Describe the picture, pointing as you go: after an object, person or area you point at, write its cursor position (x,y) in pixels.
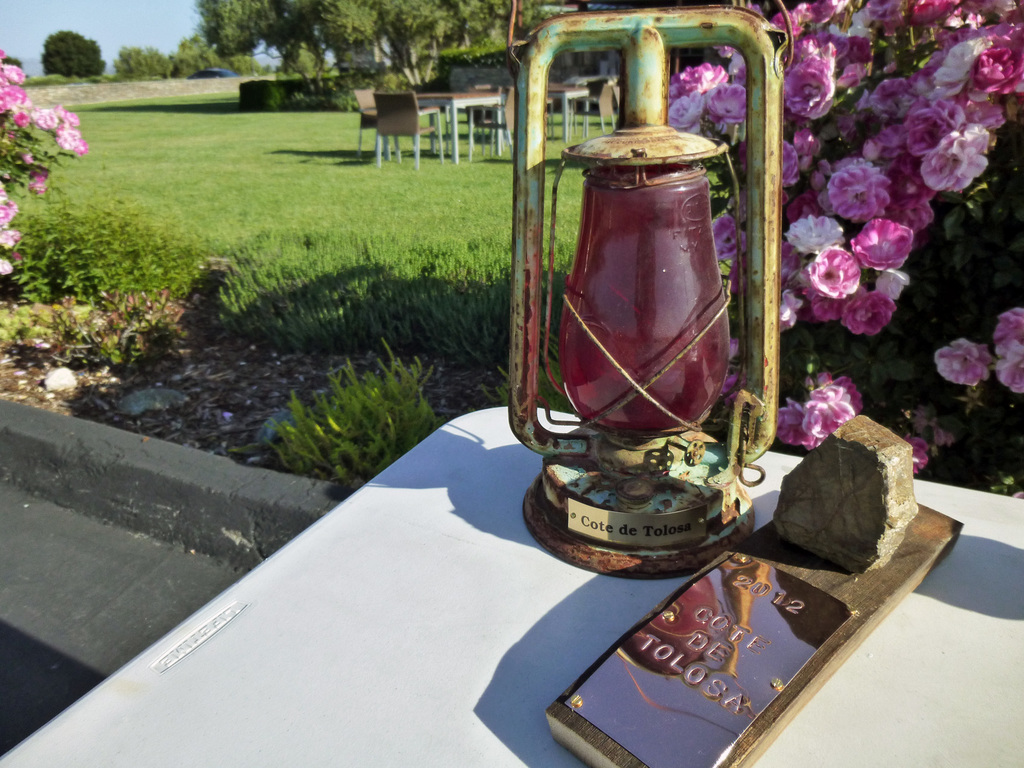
In this image there is one lamp (706,406) and some object (750,569) is kept on a white color object (411,630) in bottom of this image (484,653). There is some grass (256,224) in the background (352,222). There are some flowers (826,236) on the left side of this image (20,241) and on the right side of this image (830,233) as well. There are some chairs (411,104) and tables (438,96) on the top of this image (408,118) and there are some trees (418,33) on the top of this image (313,36).
